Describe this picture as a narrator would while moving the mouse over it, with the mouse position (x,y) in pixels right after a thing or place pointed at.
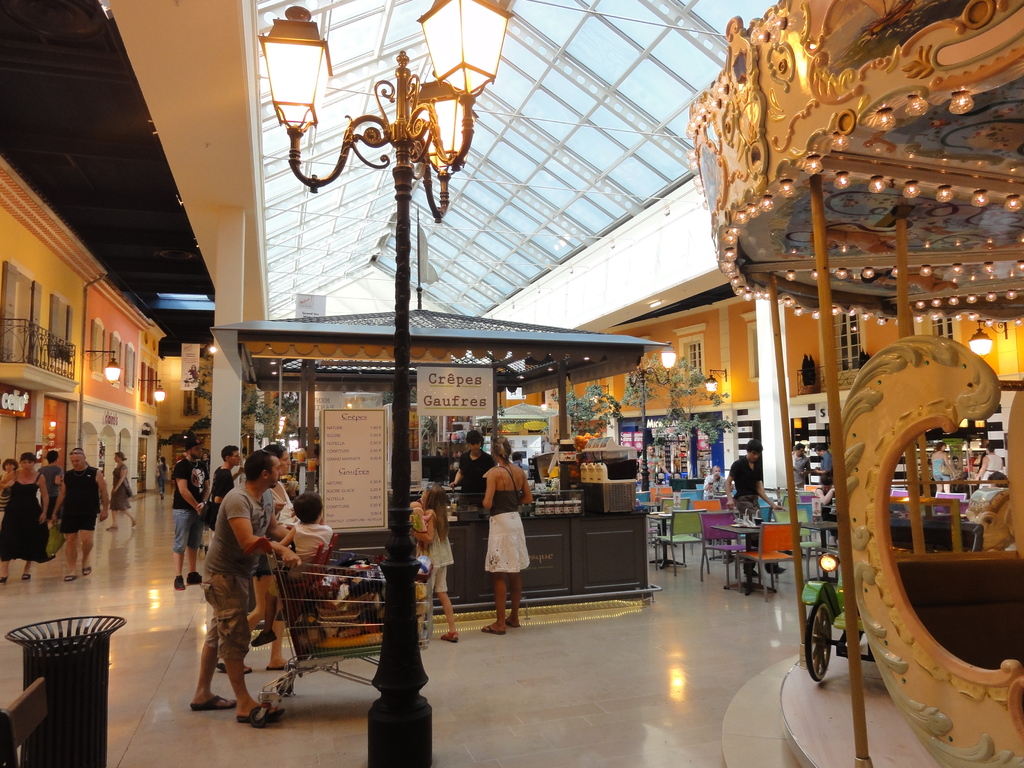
Here we can see people (242,598) and we can see lights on pole (392,642), board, chairs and stall (596,518). Background (709,342) we can see windows (702,356), lights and wall (100,295).
